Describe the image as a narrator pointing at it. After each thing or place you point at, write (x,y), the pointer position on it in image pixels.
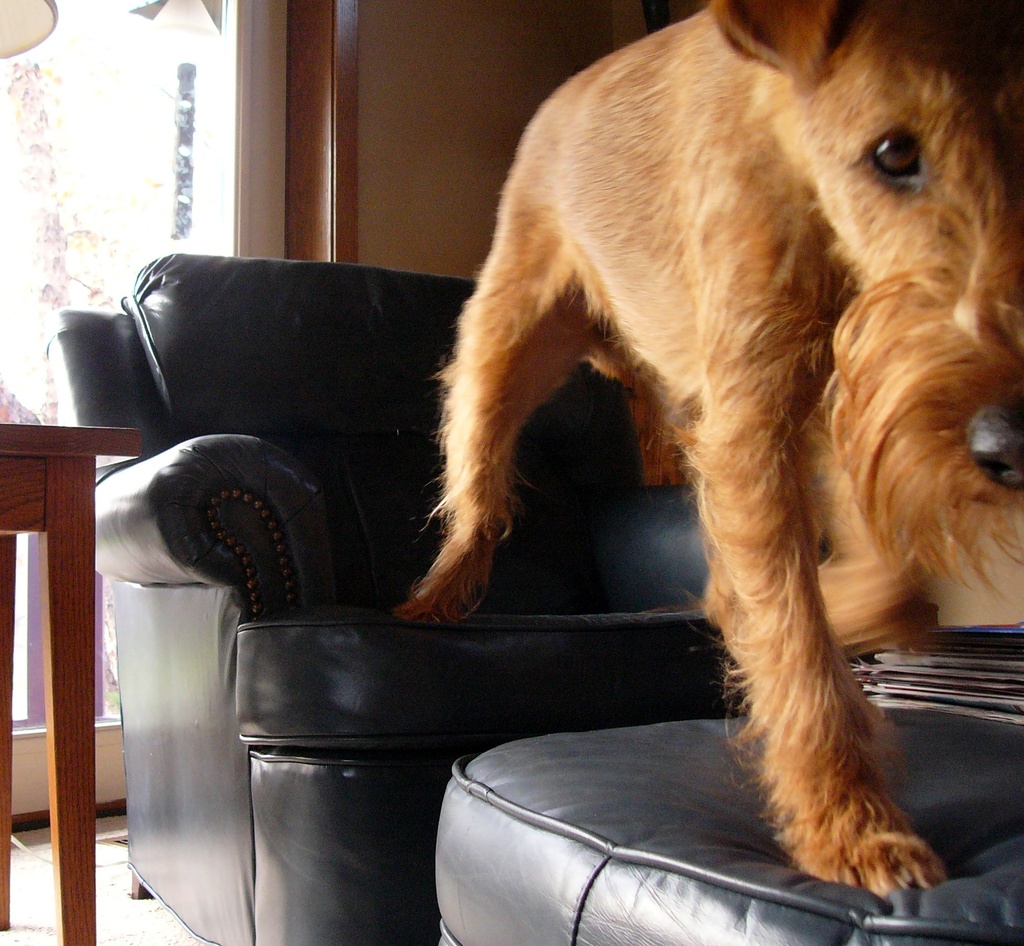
In the given image we can see a sofa (228,563) and beside sofa (101,491) there is a table (52,493), and there is a animal (693,281).
